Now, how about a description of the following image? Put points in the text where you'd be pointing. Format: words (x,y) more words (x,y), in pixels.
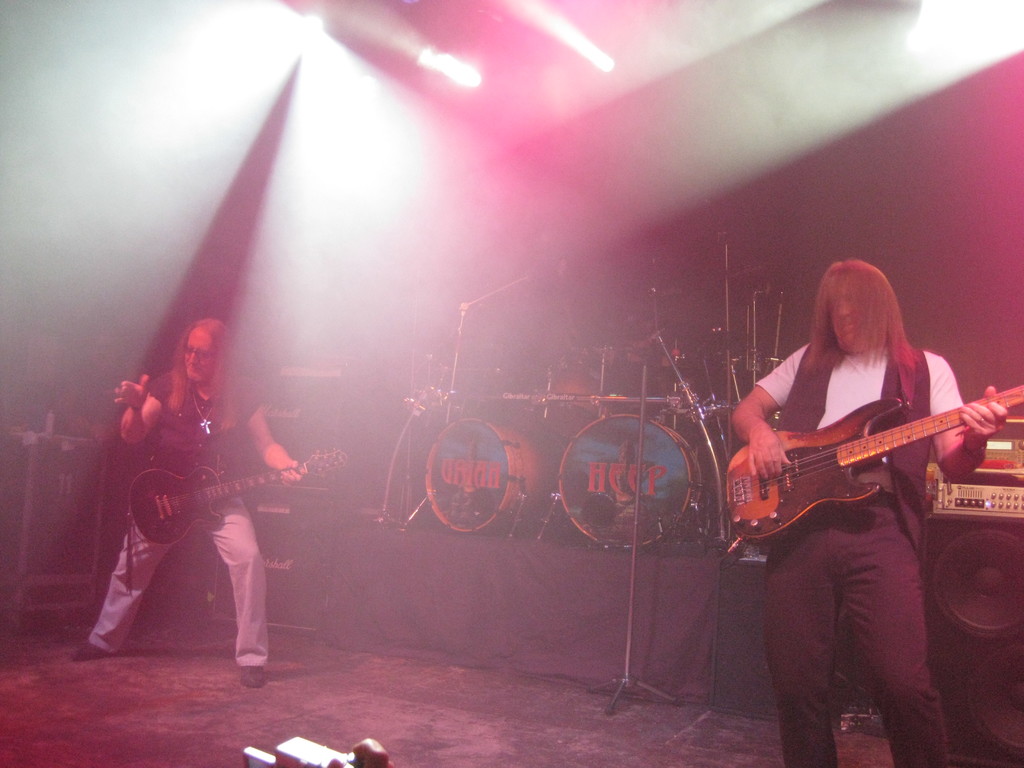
This picture is of inside. On the right (876,566) there is a man (875,550) standing, wearing white color t-shirt (943,381) and playing guitar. On the left (194,445) there is a man (238,441) standing, wearing black color t-shirt (222,429) and seems to be playing guitar (196,489). In the background (623,502) we can see the musical instruments (485,441) and lights (561,17).
